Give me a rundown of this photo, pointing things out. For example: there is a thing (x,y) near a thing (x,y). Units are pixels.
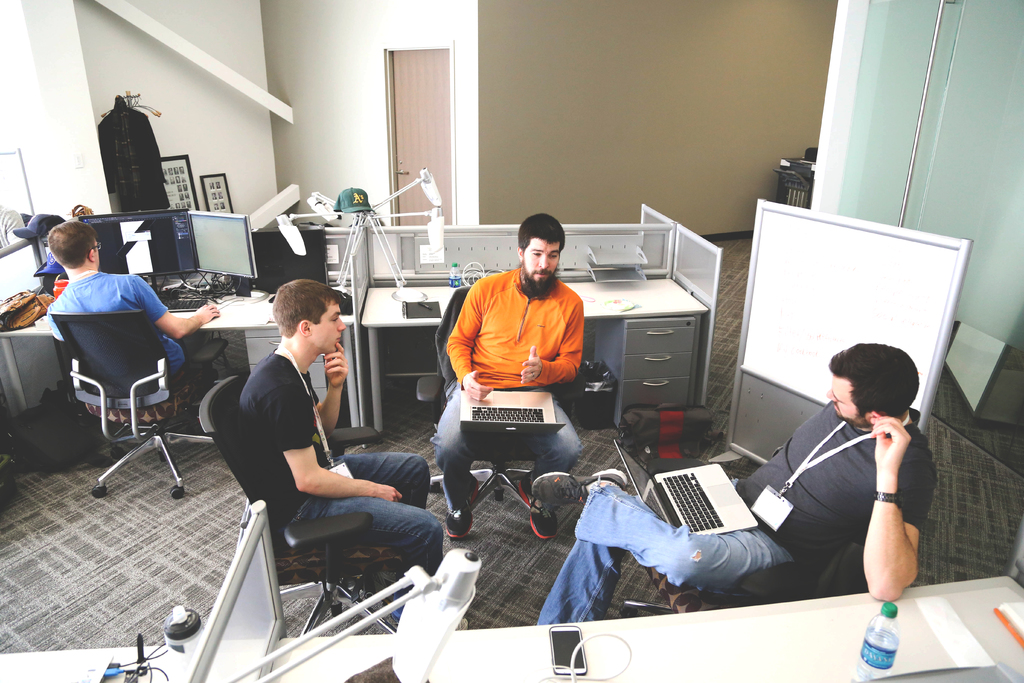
There are four people (330,306). They are sitting on a chair (565,396). There is a table (372,402). There is a laptop (525,402), bag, mobile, charger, computer system (118,237), keyboard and mouse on a table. We can see in the background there is a wall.
